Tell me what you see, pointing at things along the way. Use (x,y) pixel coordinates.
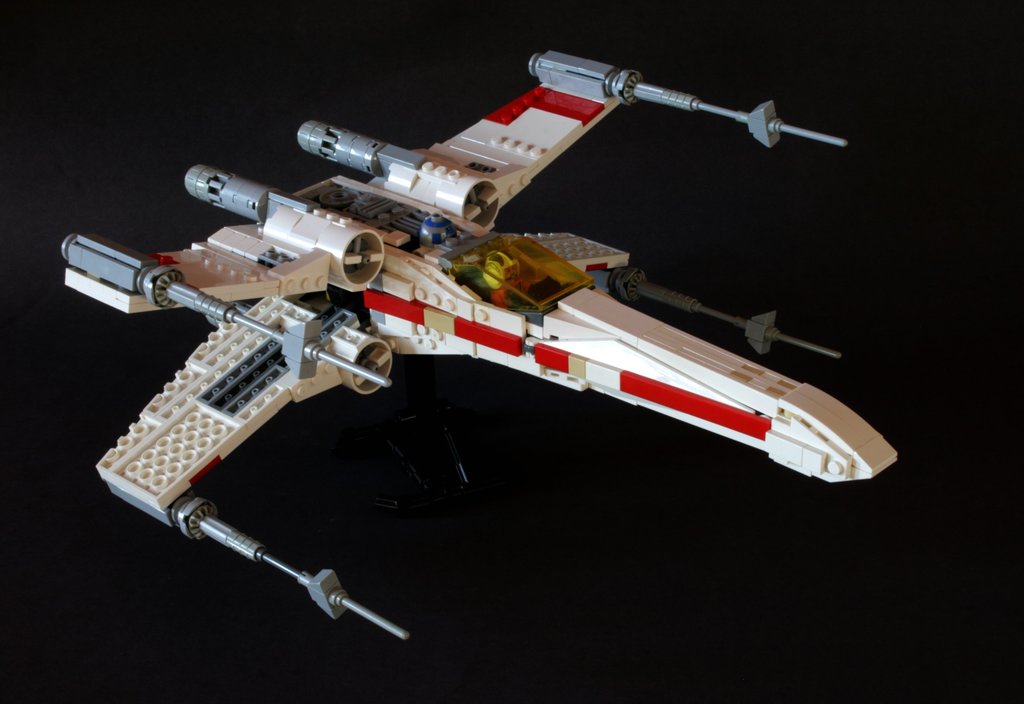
In this image, we can see an aircraft toy (182,439) with stand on the black surface (958,171).
